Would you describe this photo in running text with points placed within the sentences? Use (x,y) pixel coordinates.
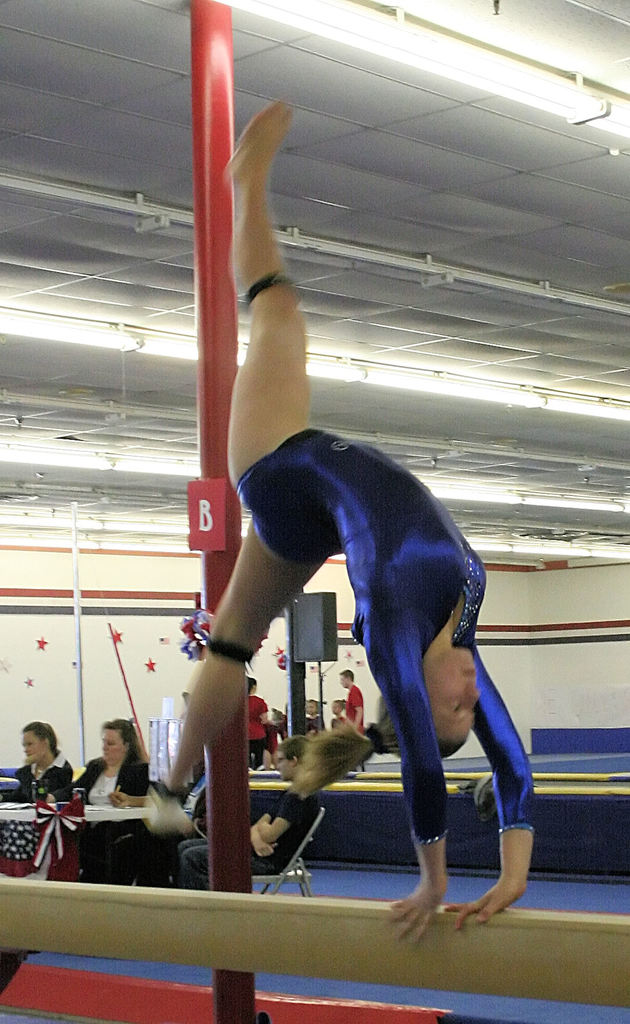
In this image there is a girl (277,416) performing on a balance beam (478,927), behind her there are a few people (108,768) sat on their chair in front of the table (89,812). In the background (240,761) there is a pole (242,761) and few people (358,705) are standing and there are few stars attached to the wall (87,639). At the top (87,313) there is a ceiling (74,363).
